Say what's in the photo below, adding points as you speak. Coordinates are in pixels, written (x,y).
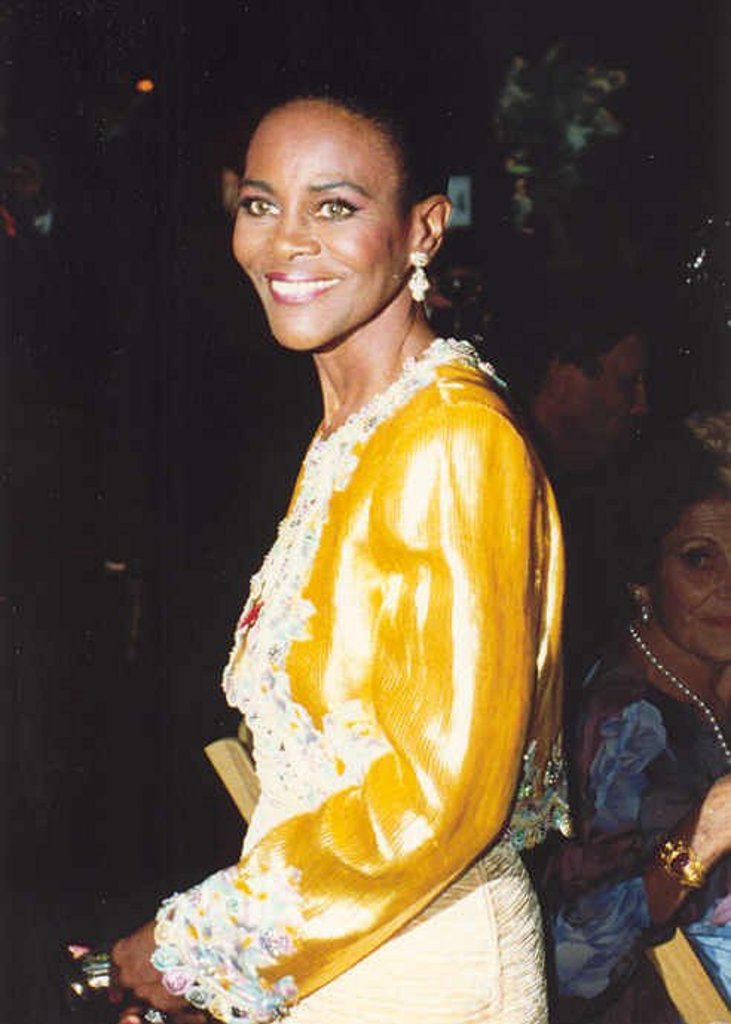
Here in this picture we can see a woman (378,399) standing and she is wearing a yellow colored top (374,674) and smiling and behind her we can see some people (670,576) sitting on chairs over there.
